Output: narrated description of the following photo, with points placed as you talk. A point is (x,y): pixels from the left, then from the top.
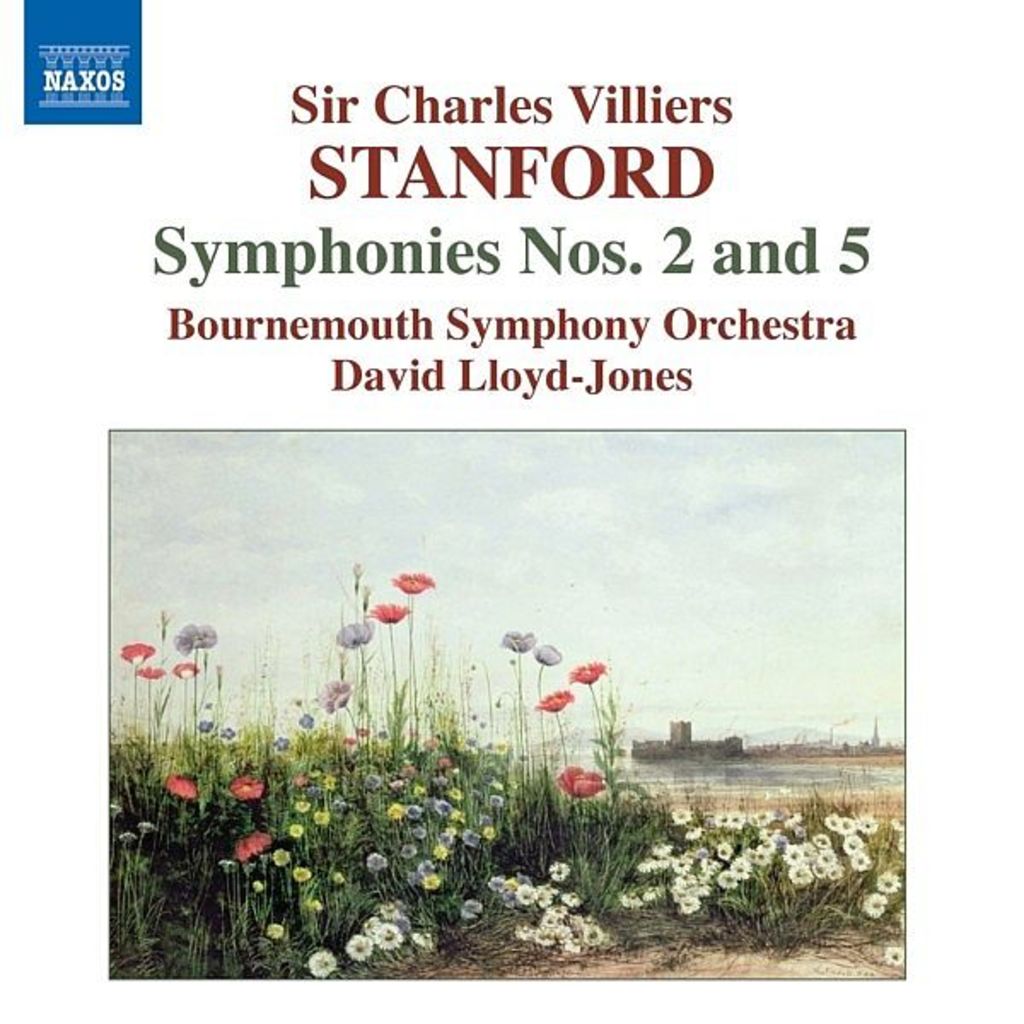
In this picture I can see a poster (481,224) with some text (486,95) and I can see flowers (450,764), plants (419,848), water (785,780) and a building (679,726) in the back (689,751) and I can see a cloudy sky (587,581). I can see a logo (100,35) with some text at the top left corner of the picture (92,68).
